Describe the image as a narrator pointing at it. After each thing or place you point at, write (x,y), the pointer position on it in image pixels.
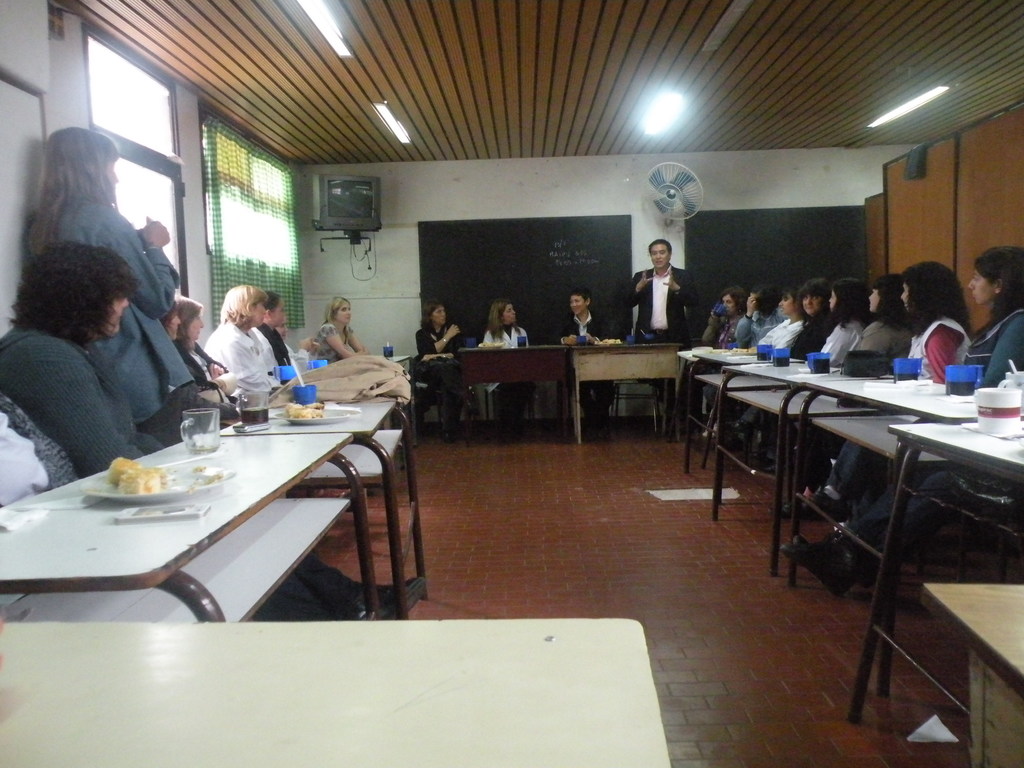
In this picture there are group of people (835,334) sitting, a person (669,248) is standing over here, there are tables (376,448) in front of them with some food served on plates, also there are coffee mugs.
